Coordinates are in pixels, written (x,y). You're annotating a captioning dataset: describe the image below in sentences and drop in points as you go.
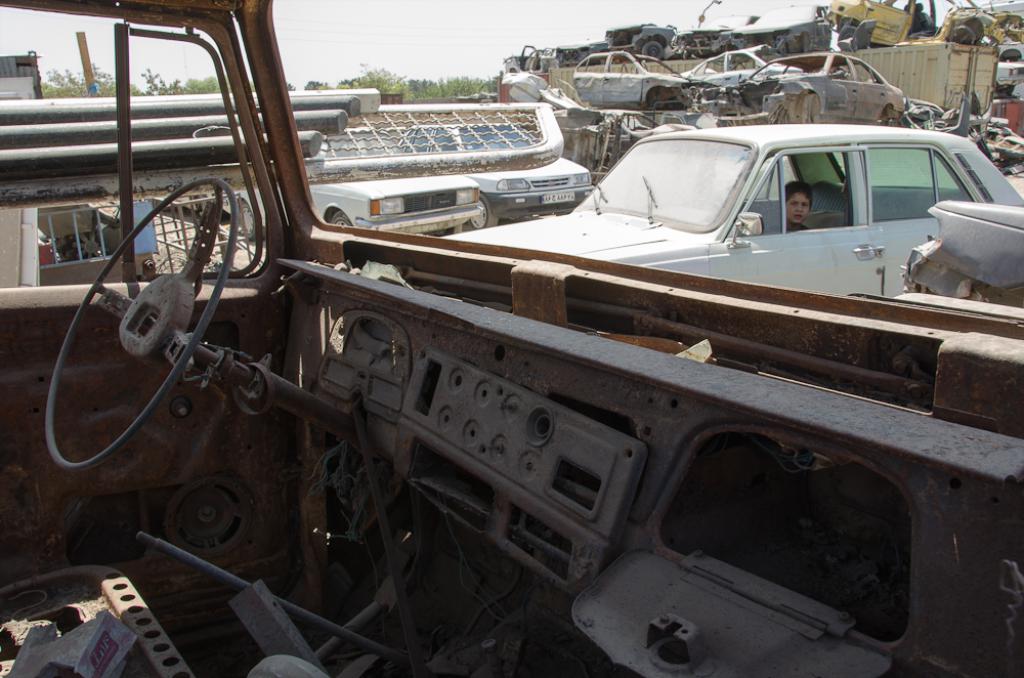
In this image in the front (410,426) there is scrap (367,442). In the center (649,259) there is a car (672,206) and in the car (803,248) there is a boy (802,225) sitting. In the background (491,176) there are cars (708,87), there are scraps (757,87) and trees (460,86).
